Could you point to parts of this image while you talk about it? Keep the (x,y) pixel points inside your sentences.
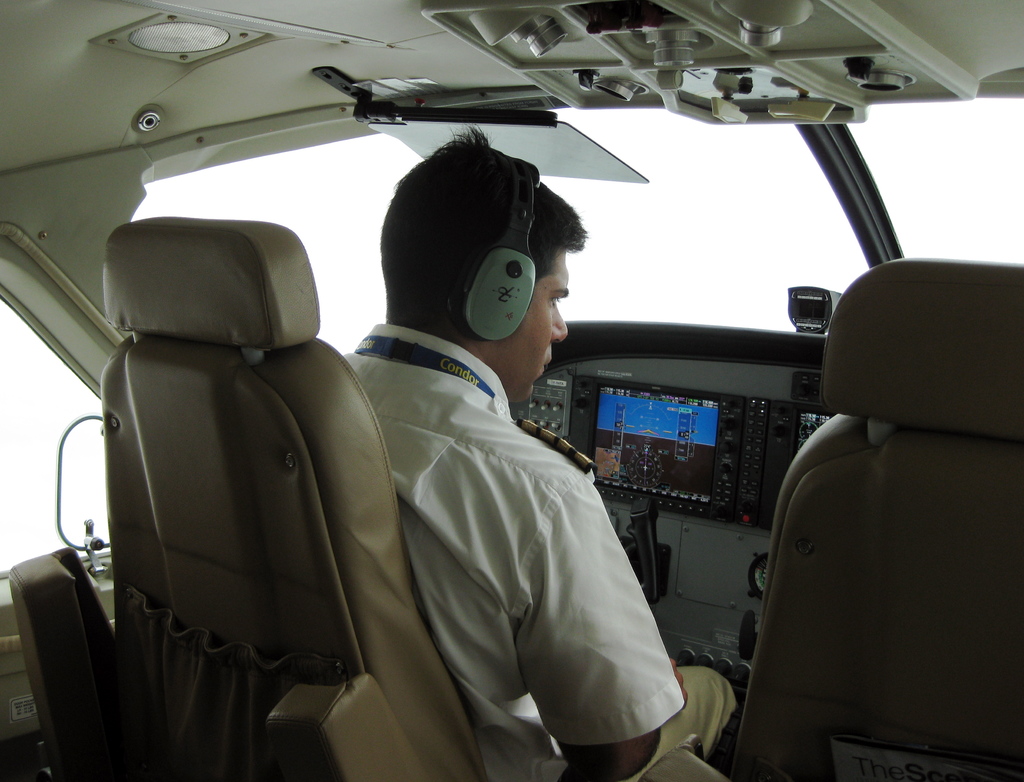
This is an inner view of an aircraft (163,555). On the left side (231,663), there is a person (428,478) in a white color shirt (407,430), wearing a headset (486,271) and sitting on a seat (361,425). On the right side (967,636), there is another seat (875,394). In the background (961,196), there are glass windows (795,232), a roof (977,5), a screen (658,463), buttons (760,478) and other objects (769,523).
